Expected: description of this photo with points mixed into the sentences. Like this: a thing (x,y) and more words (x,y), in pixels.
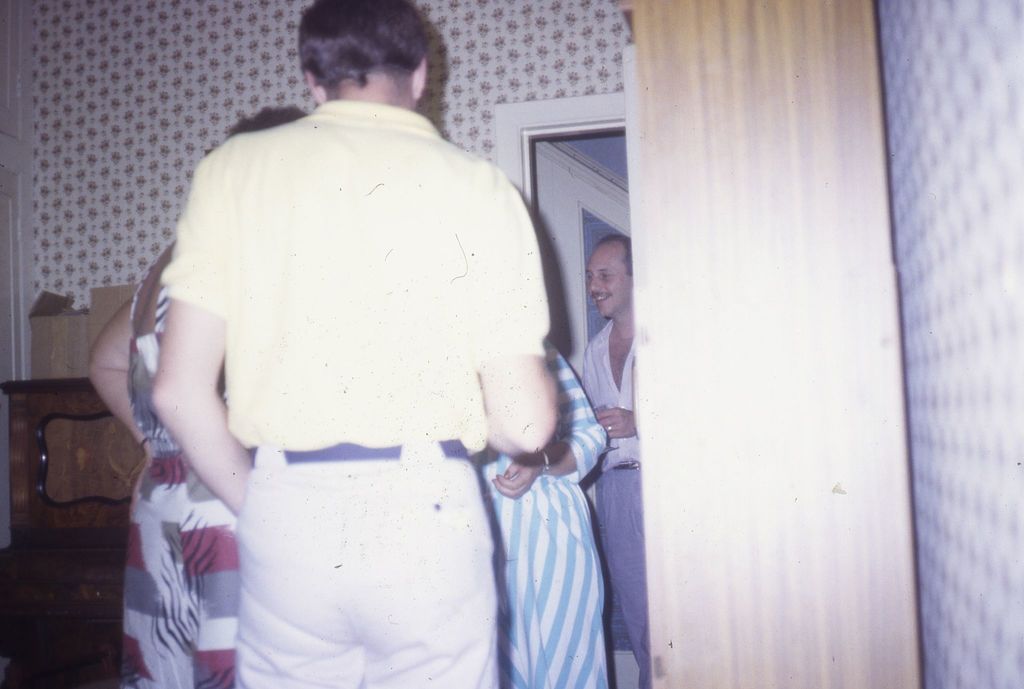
This image is taken indoors. In the background (584,344) there is a wall (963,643) with a door (550,207). On the right side of the image (696,72) there is a cupboard (668,269). In the middle of the image (366,313) two men (234,456) and two women (522,555) are standing on the floor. On the left side of the image (48,630) there is a cabinet (71,630).
